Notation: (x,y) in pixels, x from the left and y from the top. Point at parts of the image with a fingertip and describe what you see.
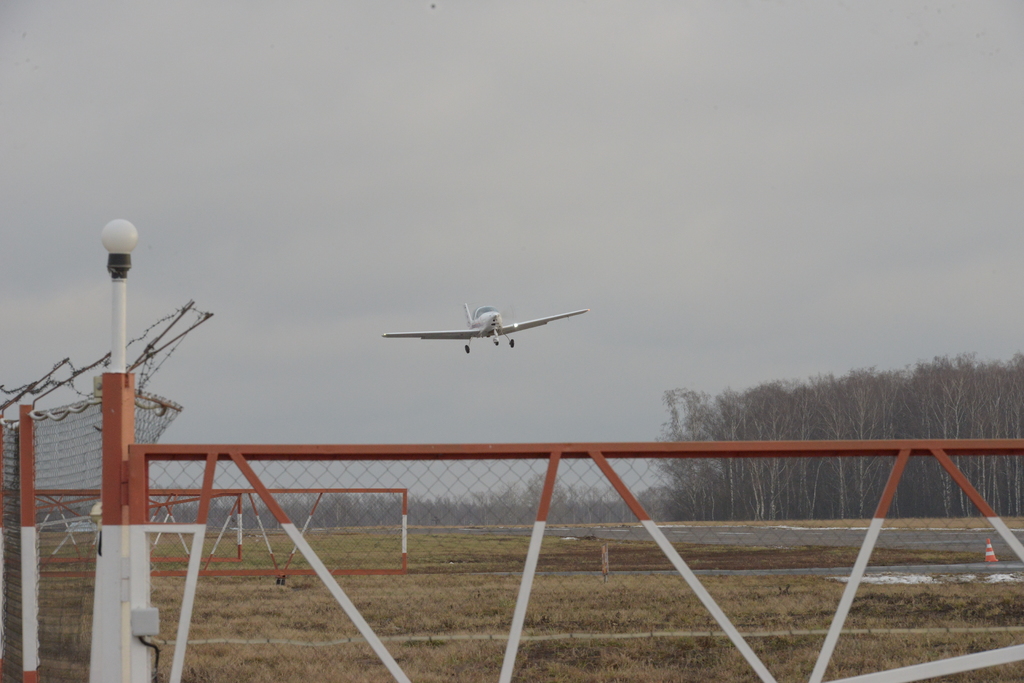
In the picture we can see a railing (998,661) beside it, we can see a fencing (69,463) with a pole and lamp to it and behind it, we can see a grass surface (675,596) and in the air (278,396) we can see an aircraft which is white in color and in the background (296,388) we can see many trees (995,474) and sky (589,248) with clouds (438,311).
